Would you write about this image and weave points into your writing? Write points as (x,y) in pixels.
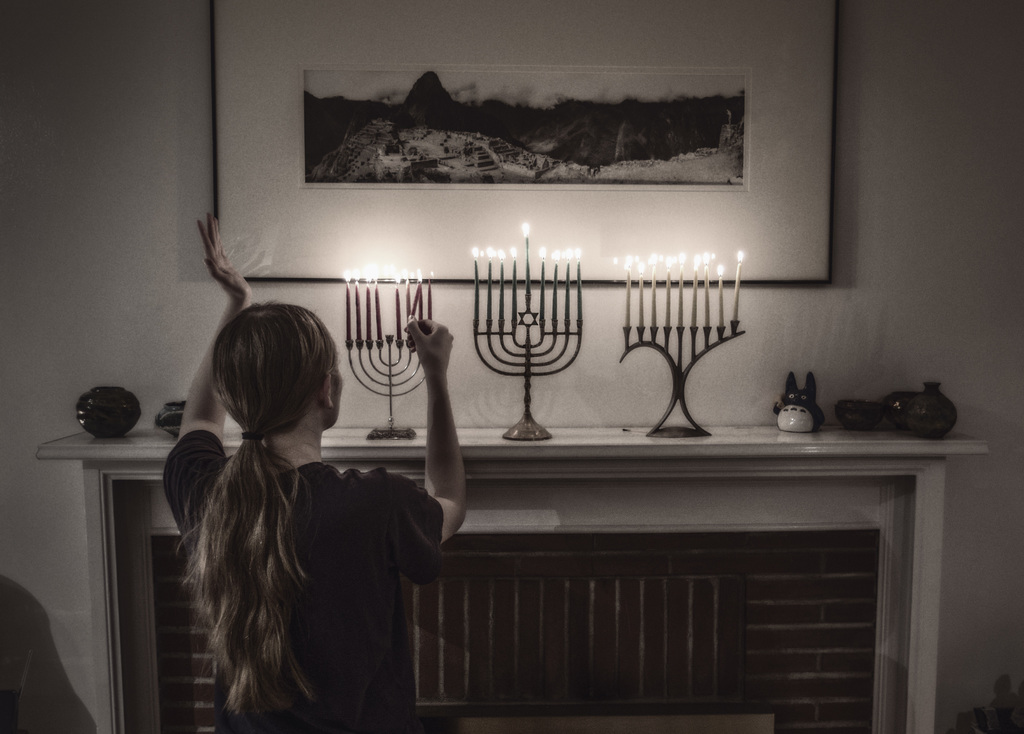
In the image we can see a woman (338,575) wearing clothes (329,570), here we can see candles (516,290), stands (523,430), brick wall (703,614), frame (569,159) and the white wall (6,152).
